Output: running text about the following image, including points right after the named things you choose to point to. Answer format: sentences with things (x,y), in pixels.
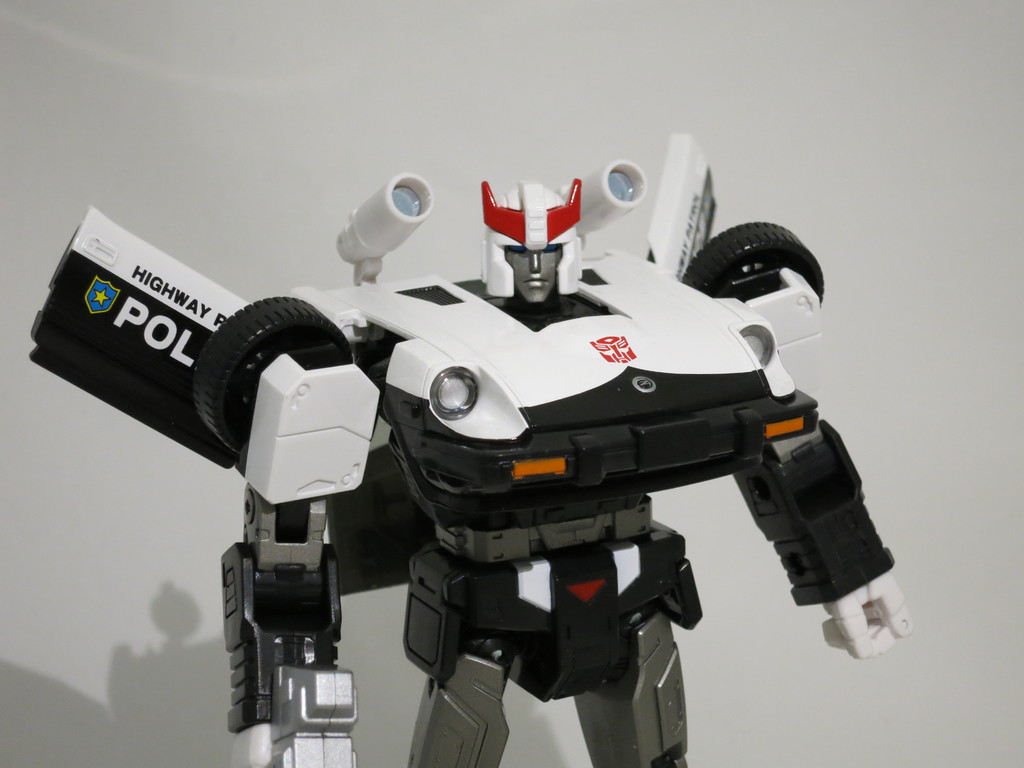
The picture consists of a transformer like toy (479,355). The toy (496,372) is in white color.
